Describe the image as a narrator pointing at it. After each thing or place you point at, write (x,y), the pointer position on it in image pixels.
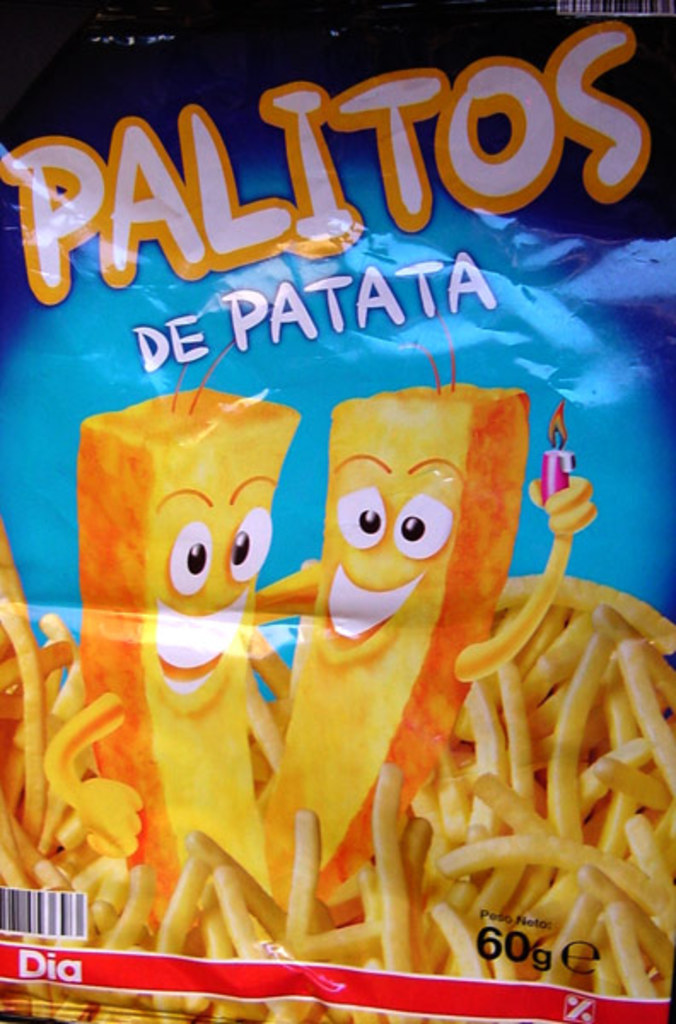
Here in this picture we can see a plastic cover (285,143) with some pictures (425,542) and text (417,201) printed on it.
